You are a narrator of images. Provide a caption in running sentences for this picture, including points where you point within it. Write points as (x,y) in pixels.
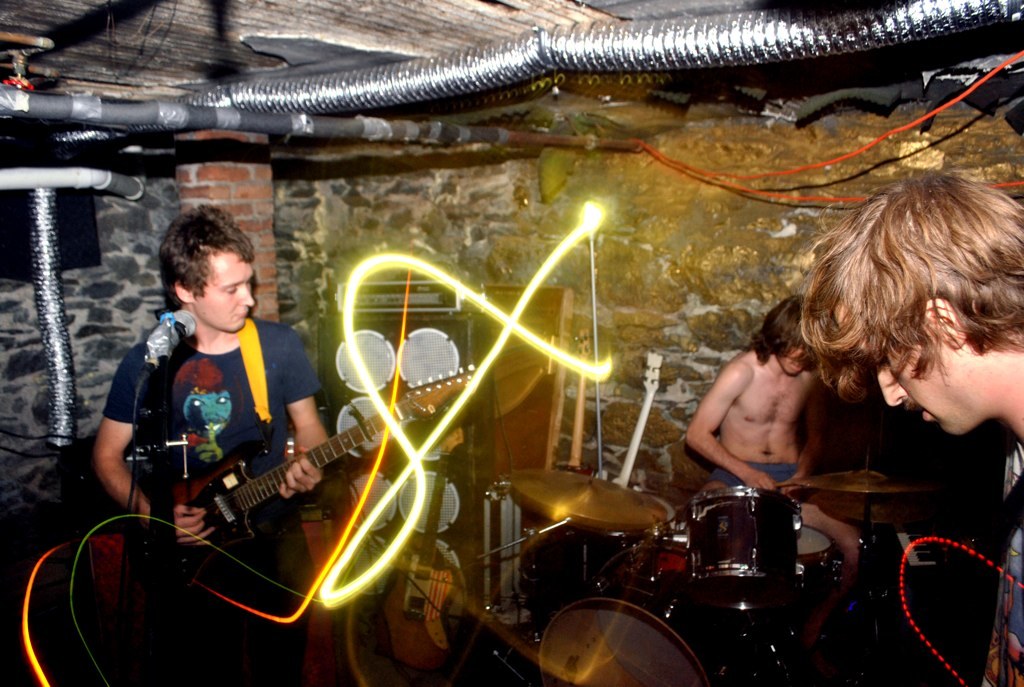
In this image I see 3 men (970,240), in which these 2 are standing and this man (791,428) is sitting, I see that these both are near the musical instrument (644,413) and he is standing in front of a mic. In the background (14,511) I see the wall (156,264), pipes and a light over here and I can also see few equipment (344,401).
